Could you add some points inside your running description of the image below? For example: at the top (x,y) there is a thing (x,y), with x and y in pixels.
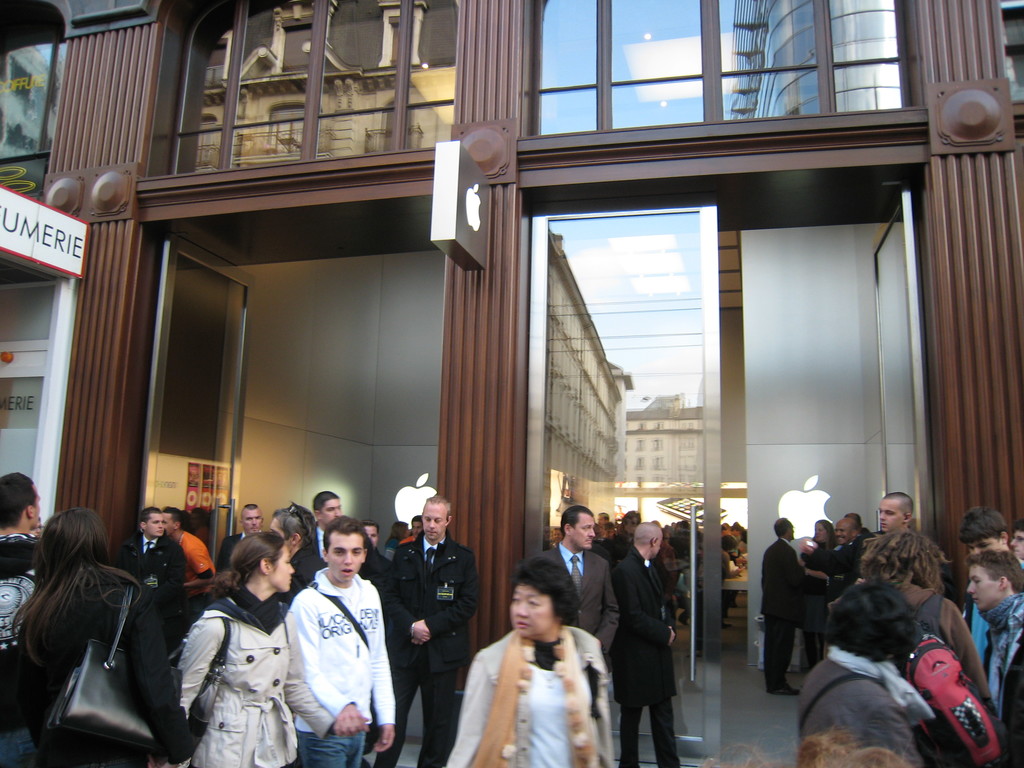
In the foreground of the image (57,554) there are many people (389,740) standing and walking. At the background of the image (343,457) there is a building (309,48). There is a door (597,223).
